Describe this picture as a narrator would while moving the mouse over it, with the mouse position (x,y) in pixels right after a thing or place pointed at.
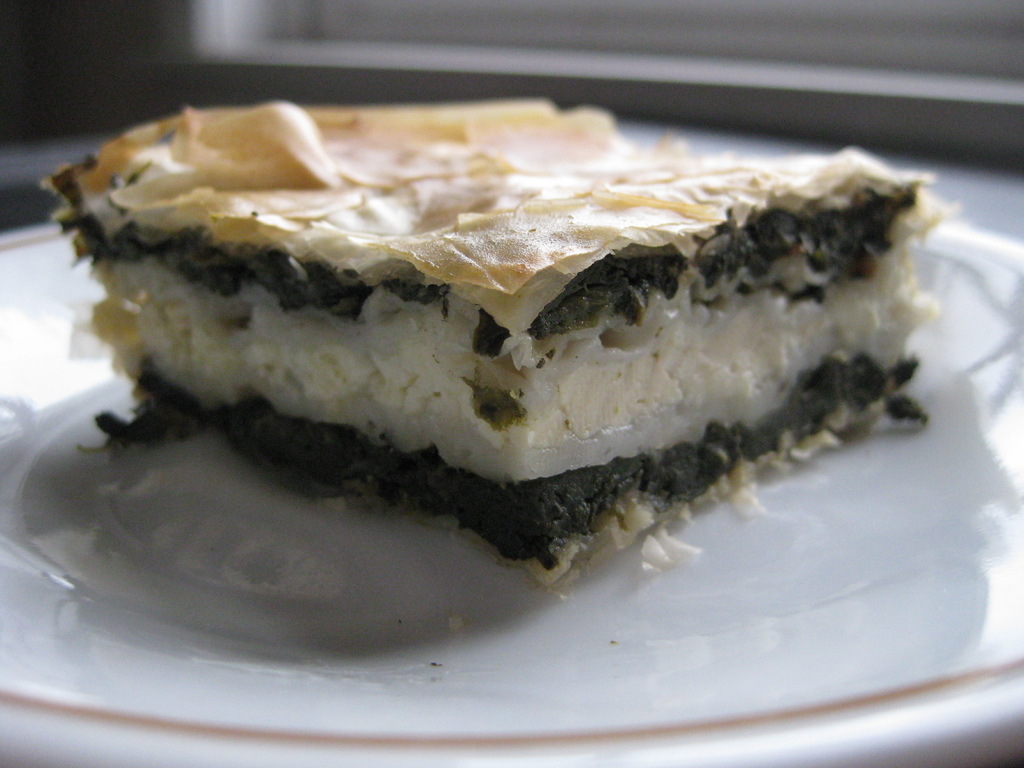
In this image I can see a white colour plate (242,535) and in it I can see food (780,253). I can see colour of the food (551,309) is black, white and cream. I can also see this image is little bit blurry in the background (53,128).
